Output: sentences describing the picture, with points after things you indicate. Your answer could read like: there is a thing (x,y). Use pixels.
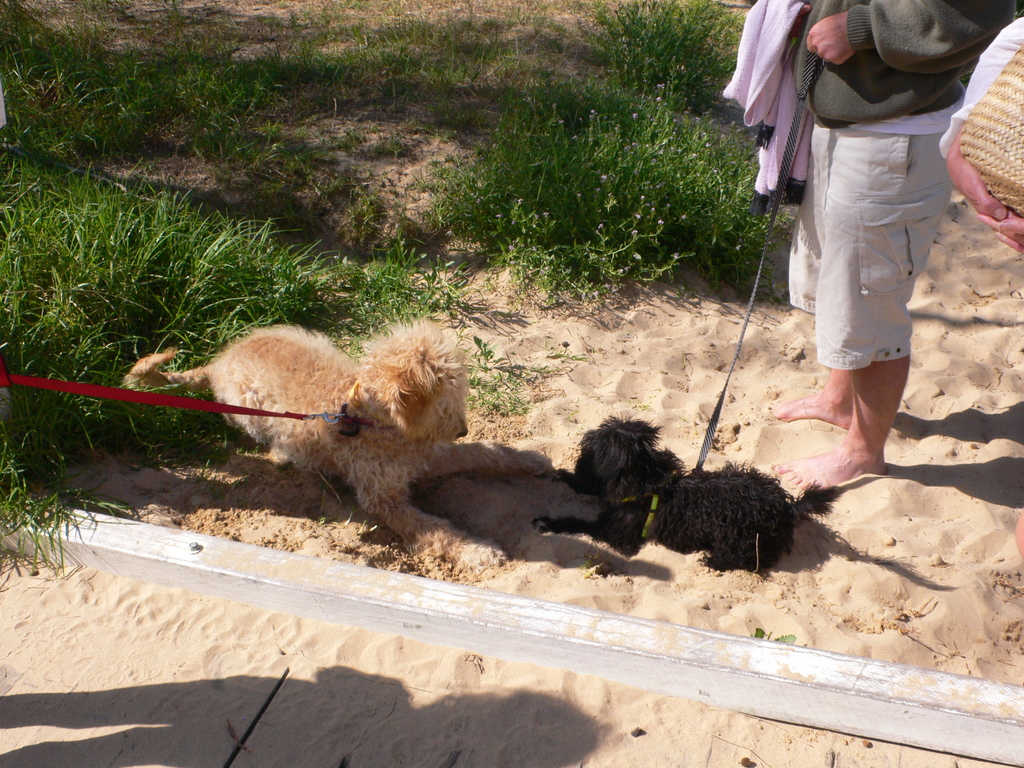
This image is taken outdoors. At the bottom of the image (239,694) there is a ground (539,711). In the background (389,259) there is a ground (540,172) with grass (300,179) on it. On the right side of the image (969,100) there is a person (987,79) holding an object (987,163) in the hands (978,177) and a man (855,106) is standing on the ground (801,447) and holding a belt (817,54) and a jacket (773,51) in his hands (836,32). In the middle of the image (628,476) there are two dogs (556,470) with belts (352,416) around the necks (661,461). At the bottom of the image (141,713) there is a shadow (153,719) of a person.
